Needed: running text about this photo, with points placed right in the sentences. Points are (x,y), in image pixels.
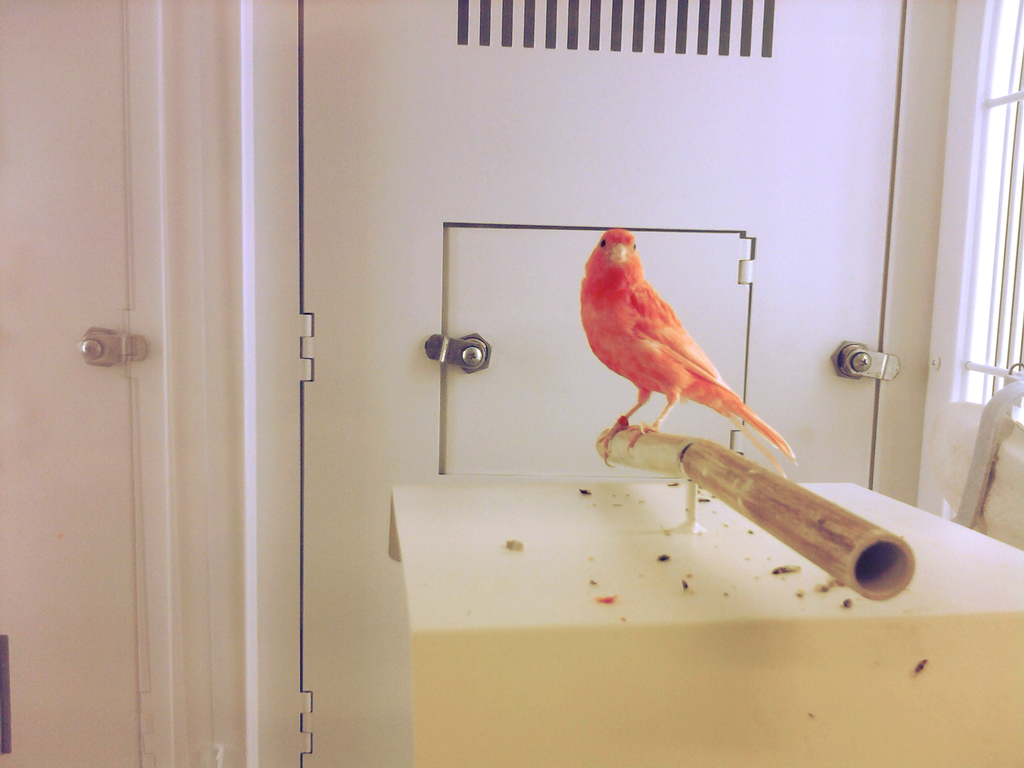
This image consists of a bird (693,392) in orange color It is standing on a pipe (828,560). In the background (698,186), there is a door (771,197) in white color. On the right (952,261), it looks like a window (959,382). On the left (122,651), there is a wall (103,706).
